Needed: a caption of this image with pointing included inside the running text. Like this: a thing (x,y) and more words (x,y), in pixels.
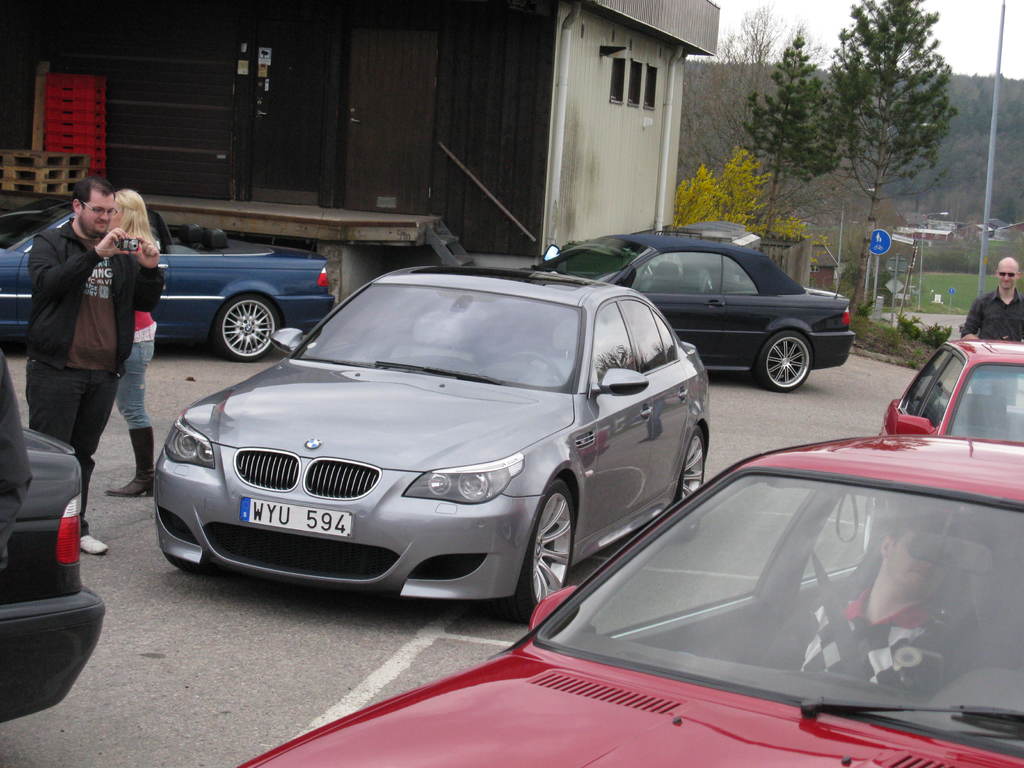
In the image we can see many cars (847,494) on the road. On the right side of the image (894,661) we can see a red car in which a man (931,618) is sitting inside the car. In the center of the image (568,391) we can see a silver color car (406,415). On the left side of the image (71,304) we can see a man (70,269) holding a camera (129,246) in his hands (139,248) and clicking the pictures. In the background (596,148) we can see a house (455,122), trees (753,116) and mountains (964,160).
